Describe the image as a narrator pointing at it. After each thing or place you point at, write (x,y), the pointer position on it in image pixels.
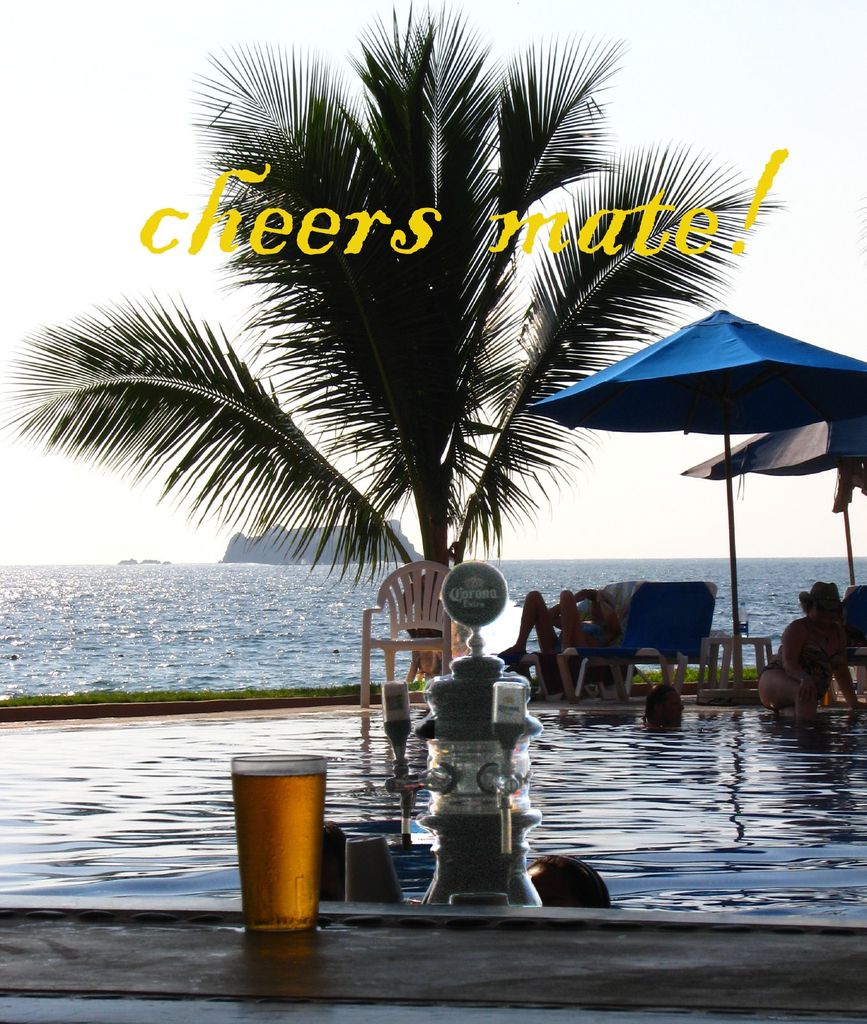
In this image we can see one sea (177,583), along with mountains (240,541). On the surface (314,691) one big tree (419,445), some grass (200,699) is there. Some chairs (421,639) are there one girl (610,635) sitting on a chair (669,645). One table (700,653) is there along with a tent (738,646). The water bottle (741,635) is on the table (716,676). With swimming pool (674,759) there are three persons (589,874). One woman (789,669) is sitting near the pool (761,729). Here on bar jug (464,872) is there and on the surface (323,941) Glass (278,881) of beer (283,879) is there.
